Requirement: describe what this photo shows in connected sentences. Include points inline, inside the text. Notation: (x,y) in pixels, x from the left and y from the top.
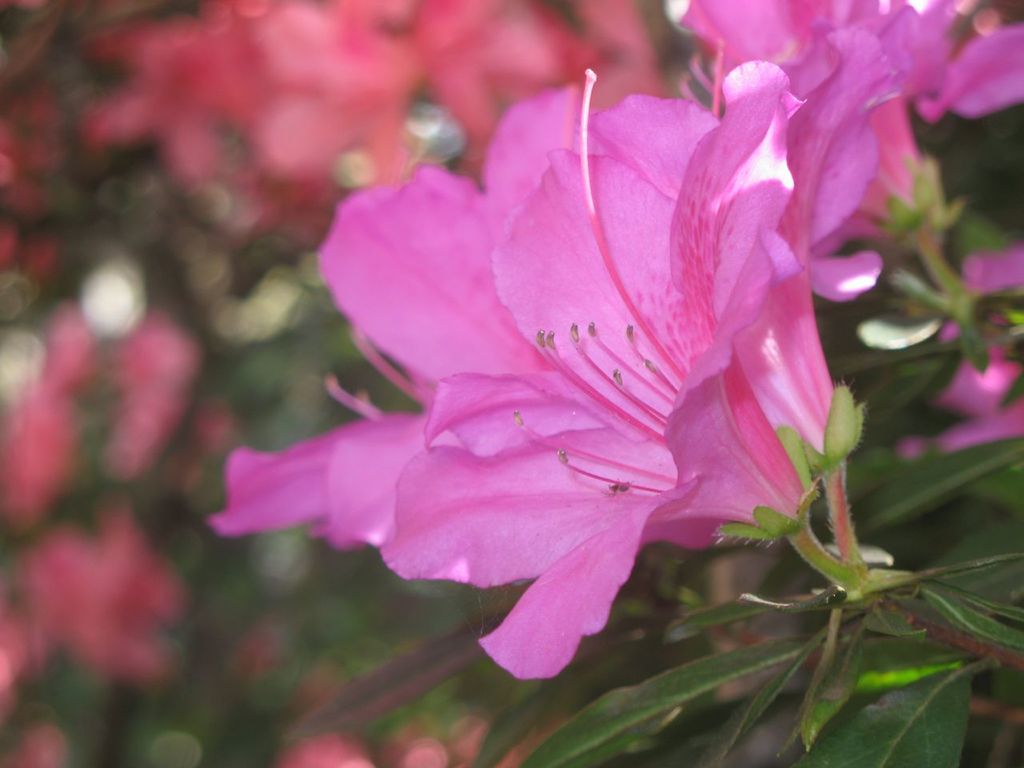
In this picture there are pink color flowers (534,254) on the plants (910,557).
